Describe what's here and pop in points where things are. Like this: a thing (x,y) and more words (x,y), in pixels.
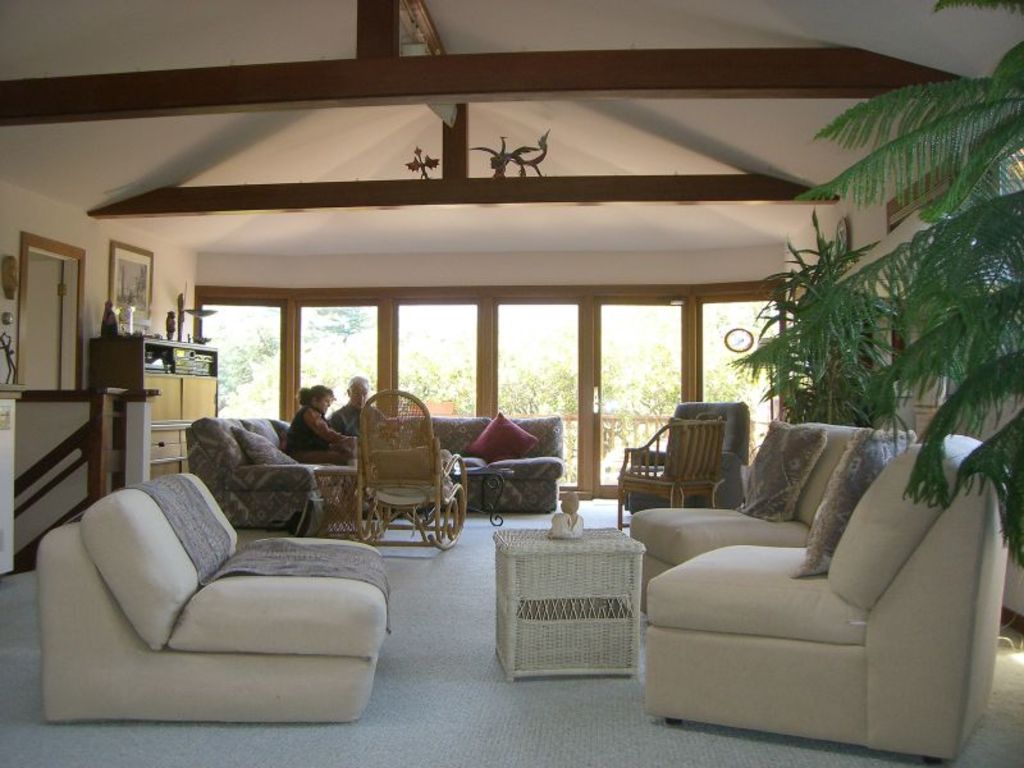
There are sofas (792,528) in front of a table (567,560) and there is a tree (969,322) in the right corner (969,307) and there are two people (359,404) sitting in a sofa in the background (316,403).
